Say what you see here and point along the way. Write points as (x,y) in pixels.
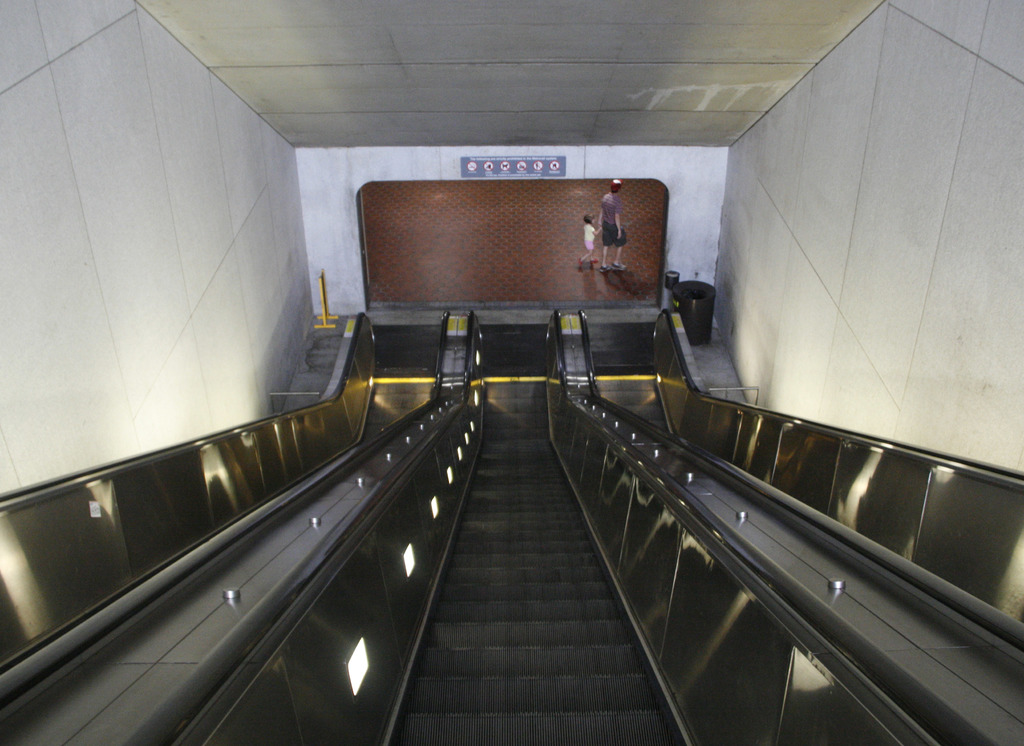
In this image, we can see escalators (753,614) and there is a person (619,231) and a kid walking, we can see walls (789,187) at the right (821,230) and left sides.
